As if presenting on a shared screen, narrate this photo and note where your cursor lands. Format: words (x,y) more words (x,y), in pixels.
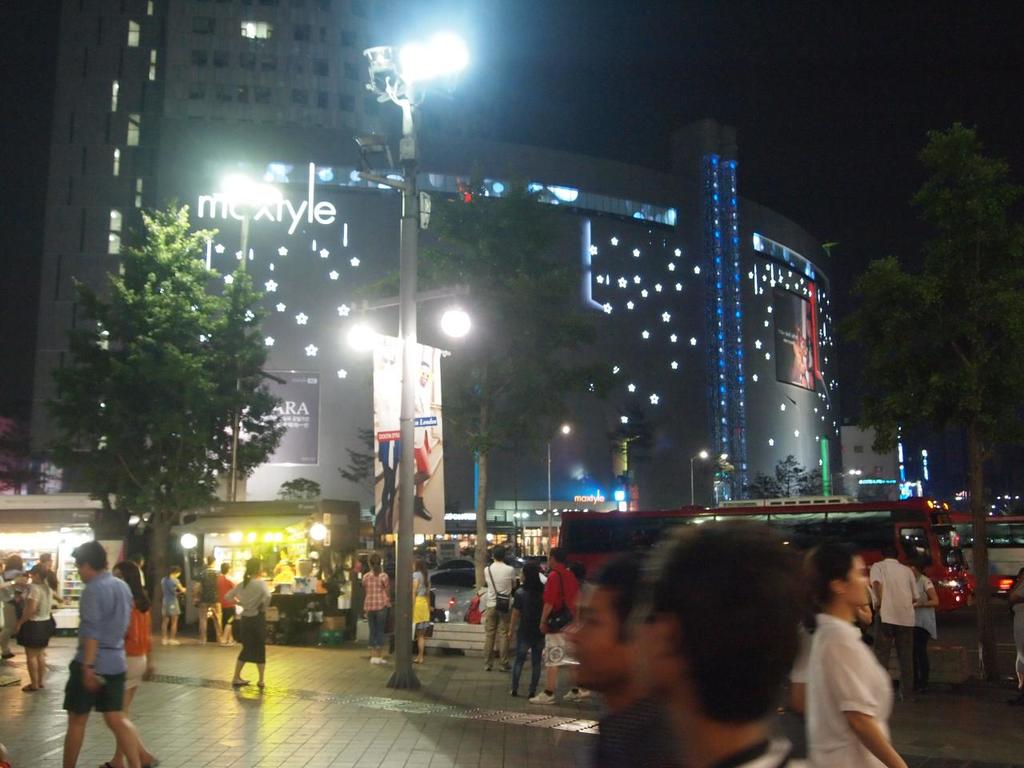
Here we can see poles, lights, banners (420,419), trees (494,442), vehicles (813,545), and few persons (139,761). In the background (334,19) we can see buildings (726,349).
